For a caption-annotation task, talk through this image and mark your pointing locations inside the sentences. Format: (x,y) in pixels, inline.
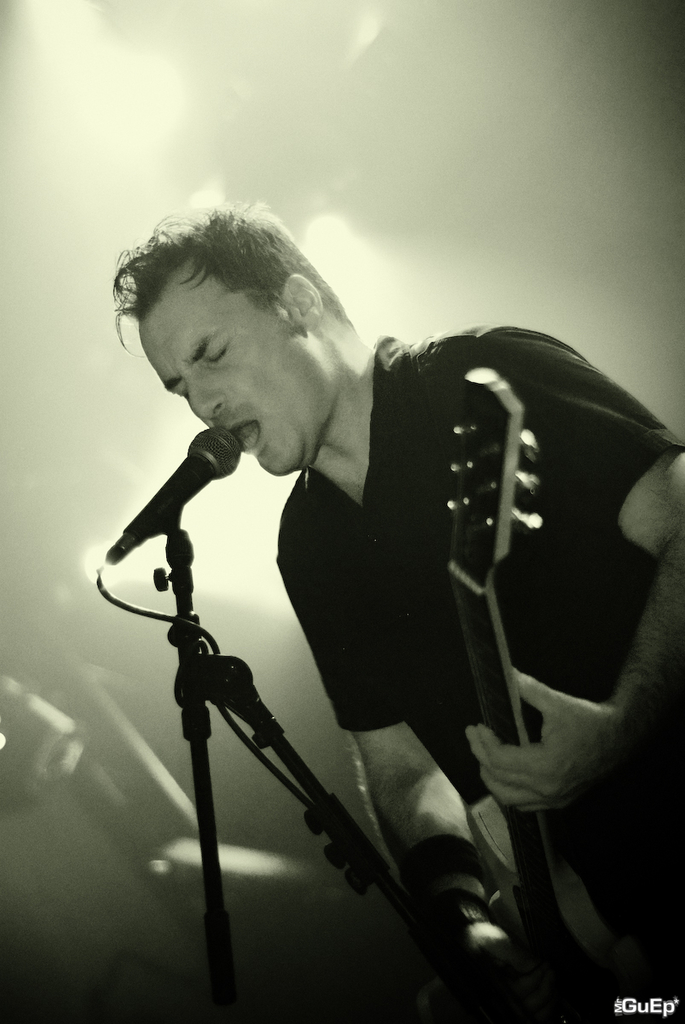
In this image I can see a man (309,425) is holding a guitar (529,440), I can also see a mic (200,440) in front of him. Here I can see he is wearing a t-shirt (403,473).
